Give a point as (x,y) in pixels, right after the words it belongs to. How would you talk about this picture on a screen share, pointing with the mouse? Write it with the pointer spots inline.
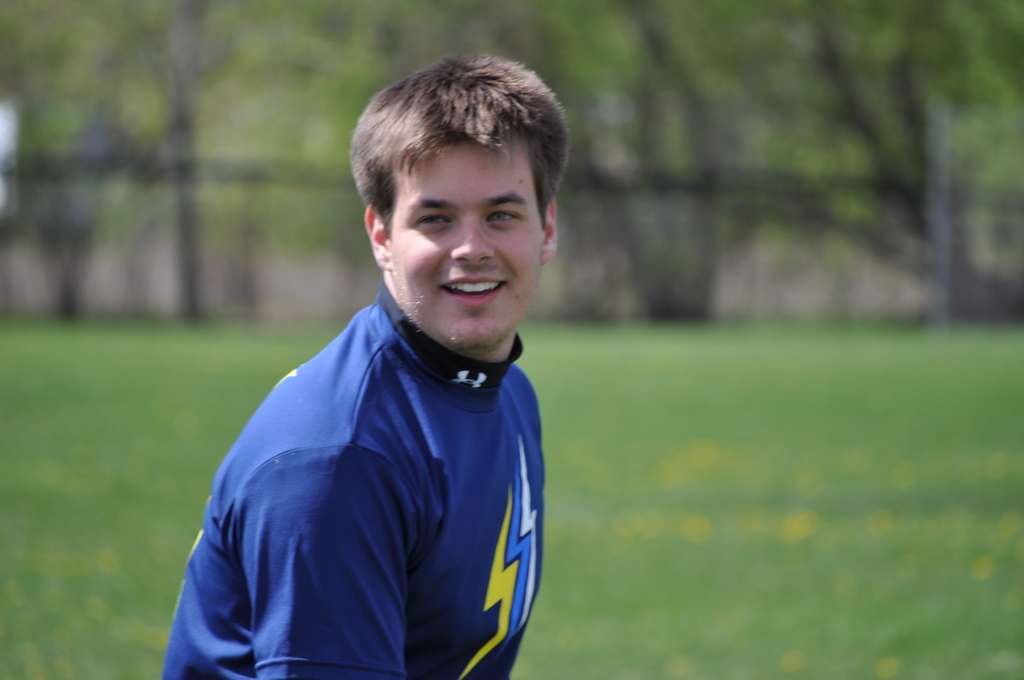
In this picture we can see a person (458,315), he is smiling. In the background (138,64) there is greenery (750,232) and it is not clear.
